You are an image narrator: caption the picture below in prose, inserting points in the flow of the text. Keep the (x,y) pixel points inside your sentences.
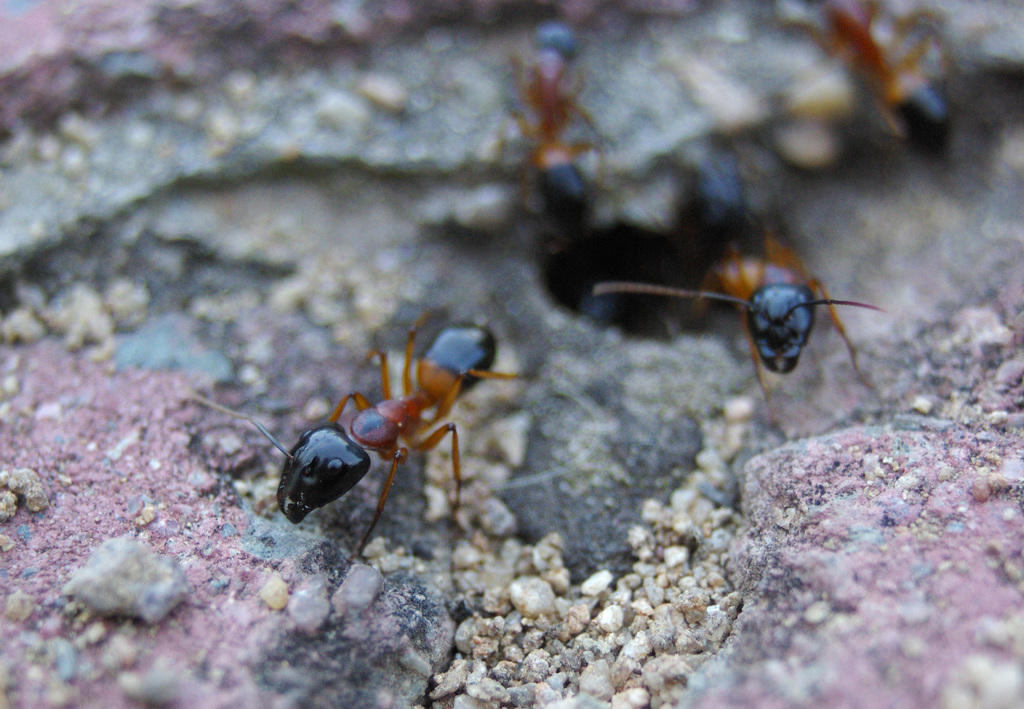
In this image we can see some ants (367,425) on the ground (775,424). In the foreground (594,576) we can see some stones (349,606).
